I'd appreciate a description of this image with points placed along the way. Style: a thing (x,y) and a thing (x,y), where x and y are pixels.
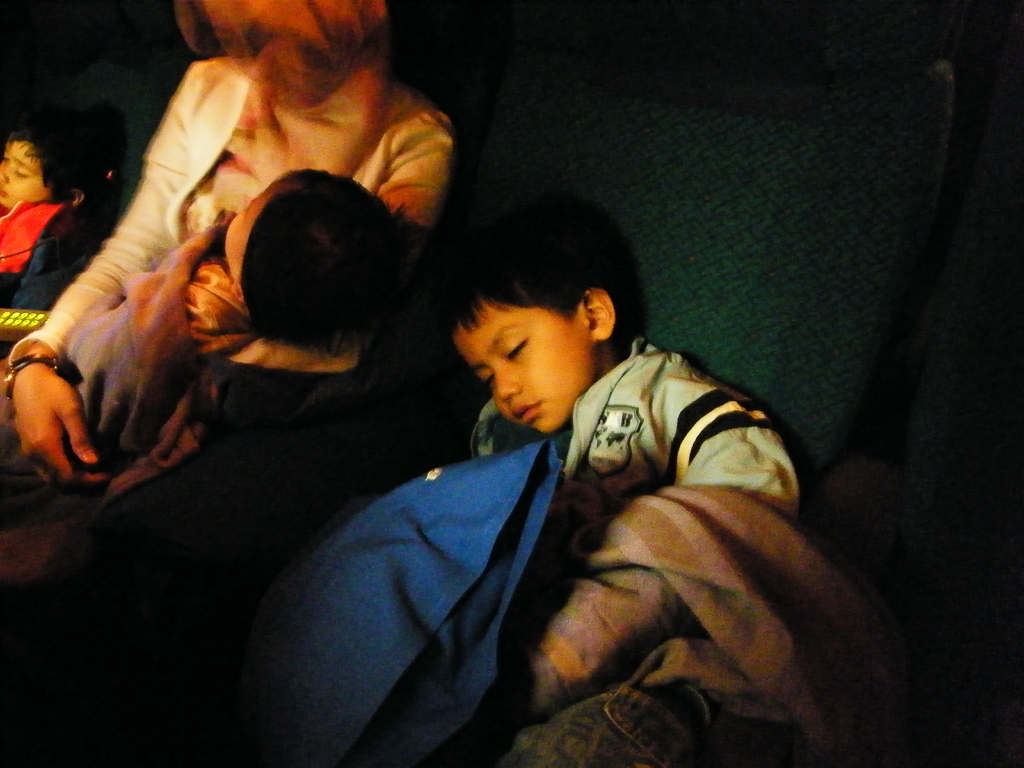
In the center of the image (347,265) we can see one woman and two kids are sitting on the seats (731,150) and they are in different costumes (222,296). And we can see they are sleeping and the woman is holding a kid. And we can see one pillow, blanket (161,397) and a few other objects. In the background (856,174), we can see it is blurred.
